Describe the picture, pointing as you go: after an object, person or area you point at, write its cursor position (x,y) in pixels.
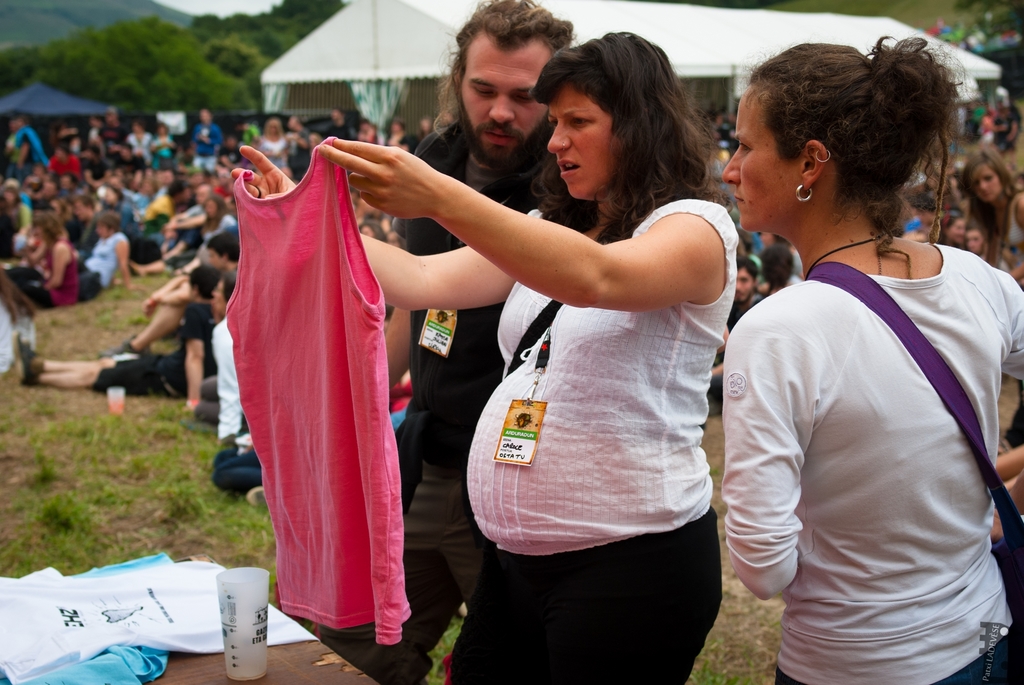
In this image there are so many people (391,269) sitting and standing on the surface of the grass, one of them is holding a cloth (309,373) in her hand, in front of them there is a table (173,665) with some clothes (91,633) and a glass (229,589) on it. In the background (196,105) there are stalls (704,53), trees (175,96), mountains (75,27) and the sky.
